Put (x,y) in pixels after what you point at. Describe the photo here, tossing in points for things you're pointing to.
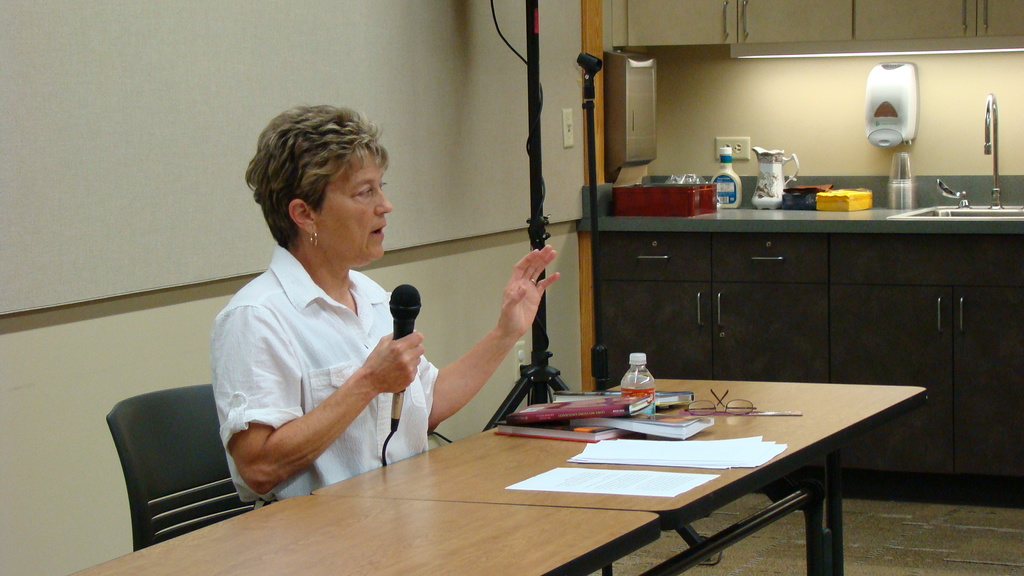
in this picture we can see a woman (291,186) is sitting on a chair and holding a microphone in her hand (372,391), and in front (615,412) there are books (612,424) bottle (639,395), glasses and other objects (650,446) on the table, and at side there is stand (534,242) on the floor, and at back (248,86) there is wall (242,75), and at opposite at top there is light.
